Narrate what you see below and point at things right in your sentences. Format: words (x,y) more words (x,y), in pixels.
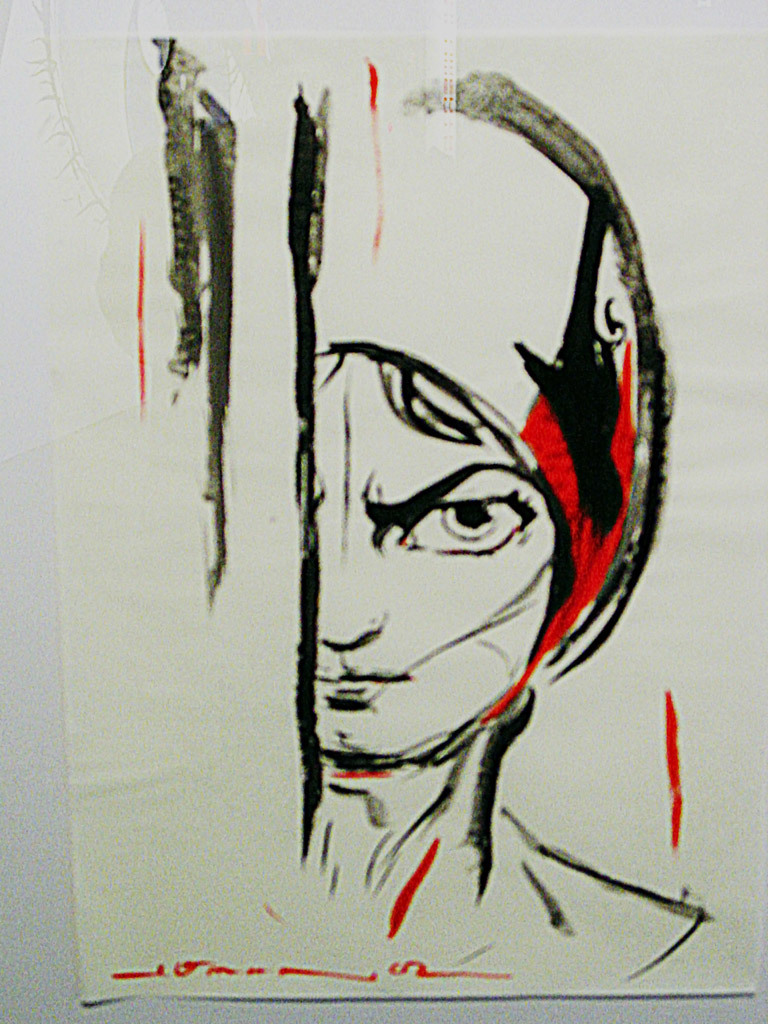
This image consists of a paper (196,481) with an art (526,476) of a human (490,706) on it.
